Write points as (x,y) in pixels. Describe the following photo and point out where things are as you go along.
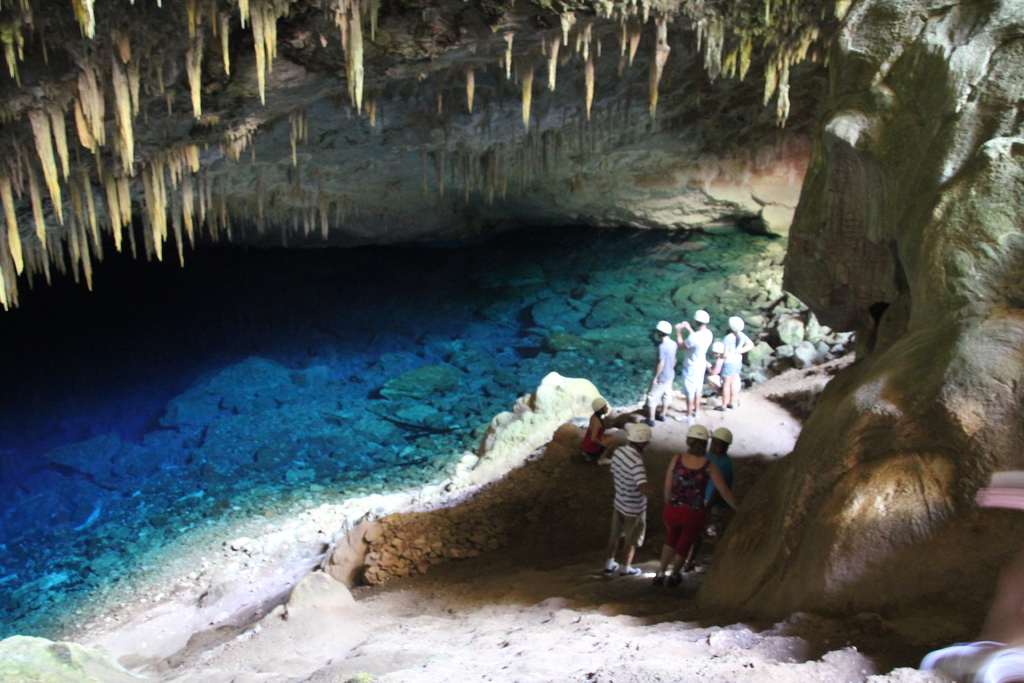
In this picture we can see a group of people (659,379) wore helmets (720,348) and standing on rocks (536,654), water (447,466).
